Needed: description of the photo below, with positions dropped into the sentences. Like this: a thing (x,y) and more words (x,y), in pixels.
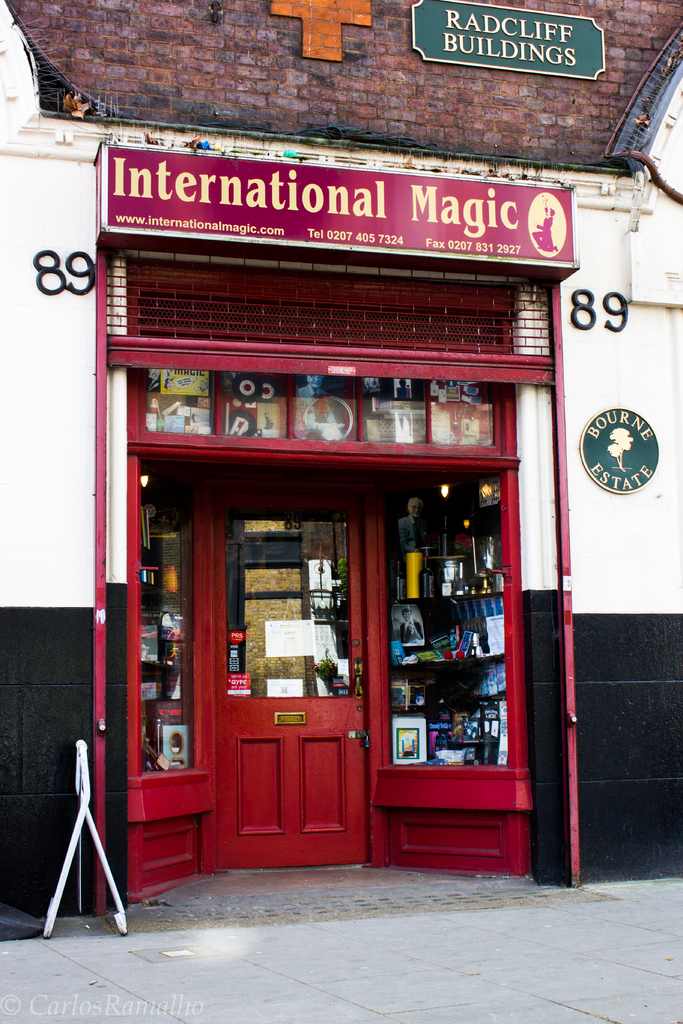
There is a door (319,728), this is a building (602,351).
